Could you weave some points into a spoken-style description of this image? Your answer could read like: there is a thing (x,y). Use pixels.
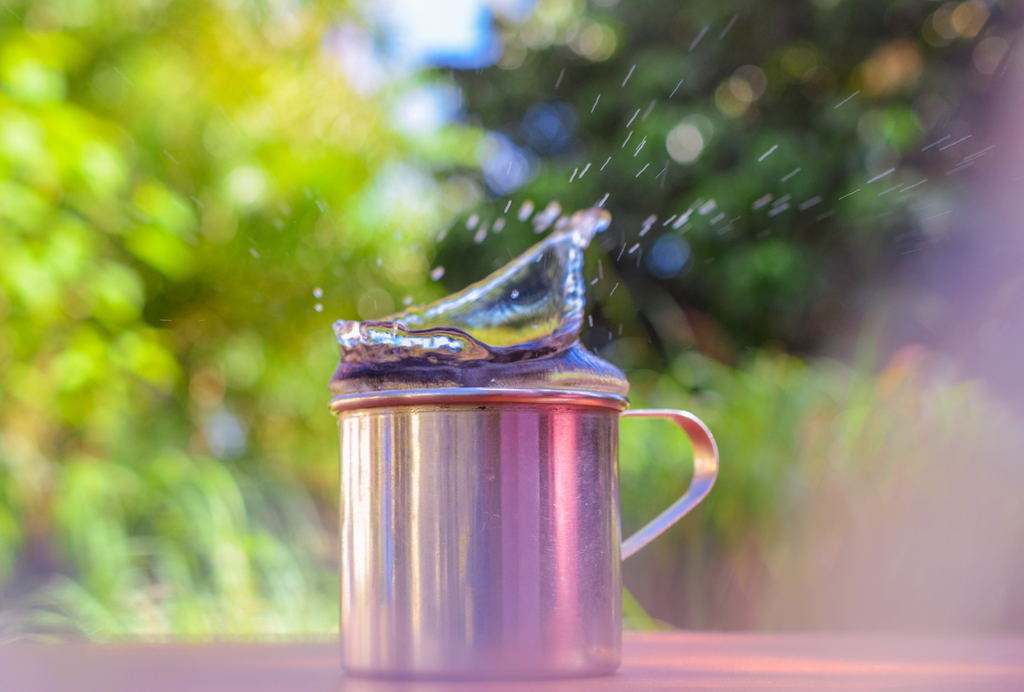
In this picture we can see a mug (411,632) with liquid (565,351). There is a blur background (151,581) with greenery (709,368).
